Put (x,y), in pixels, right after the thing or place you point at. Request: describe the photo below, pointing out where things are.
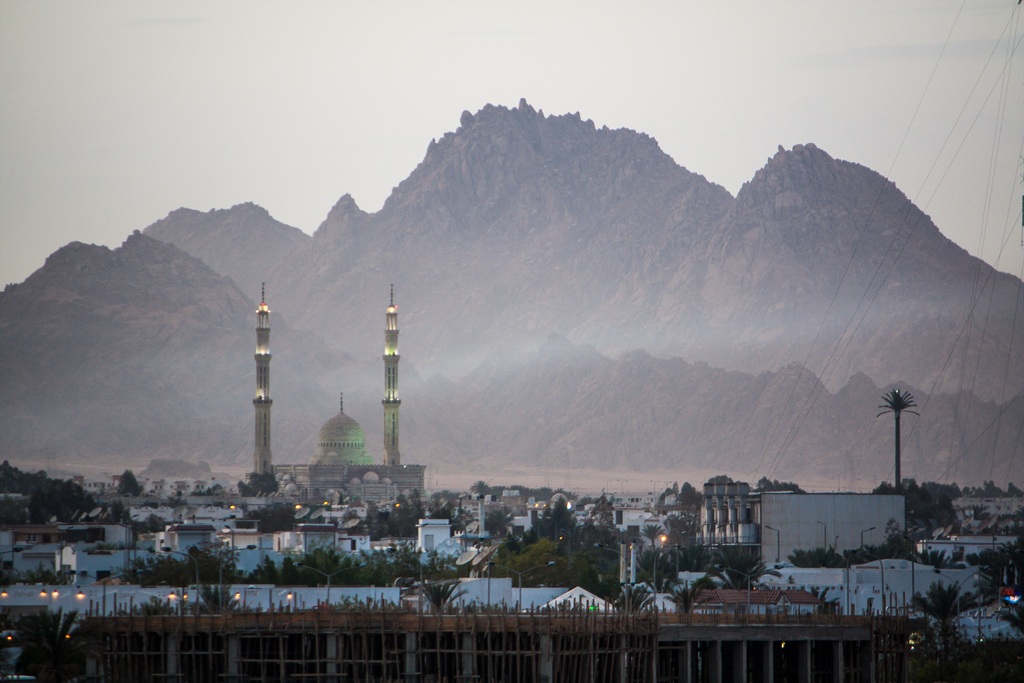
In the foreground (595,669), I can see a building (545,624) under construction, plants (277,579), trees (202,560), buildings (826,585), light poles (872,528), towers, minarets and mountains (649,397). In the background (762,30), I can see the sky (242,115). This image taken, maybe near the mountains (590,355).
